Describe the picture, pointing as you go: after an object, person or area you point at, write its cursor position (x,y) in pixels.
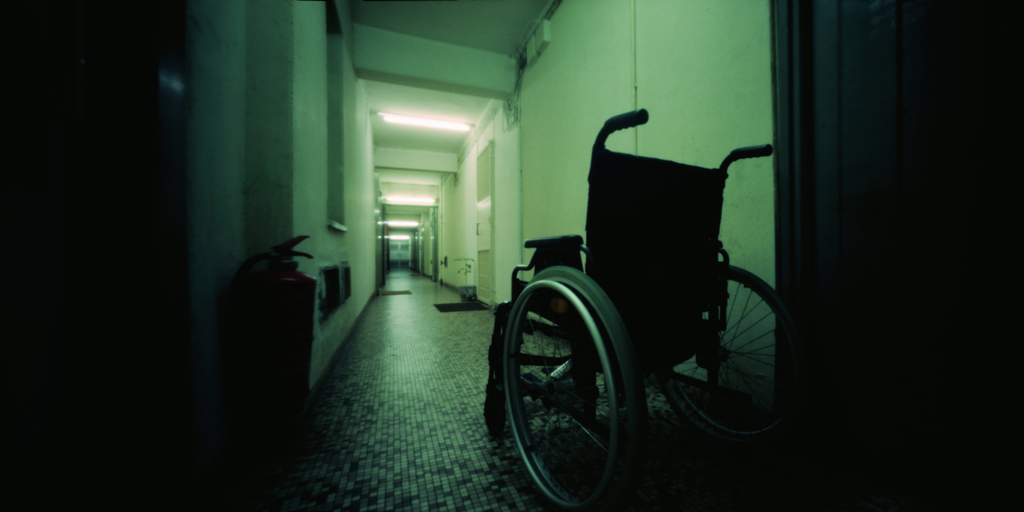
In this image, we can see an inside view of a building (277,218). There is a wheelchair (708,194) in the bottom right of the image (717,421). There are lights (407,202) in the middle of the image (391,225).
